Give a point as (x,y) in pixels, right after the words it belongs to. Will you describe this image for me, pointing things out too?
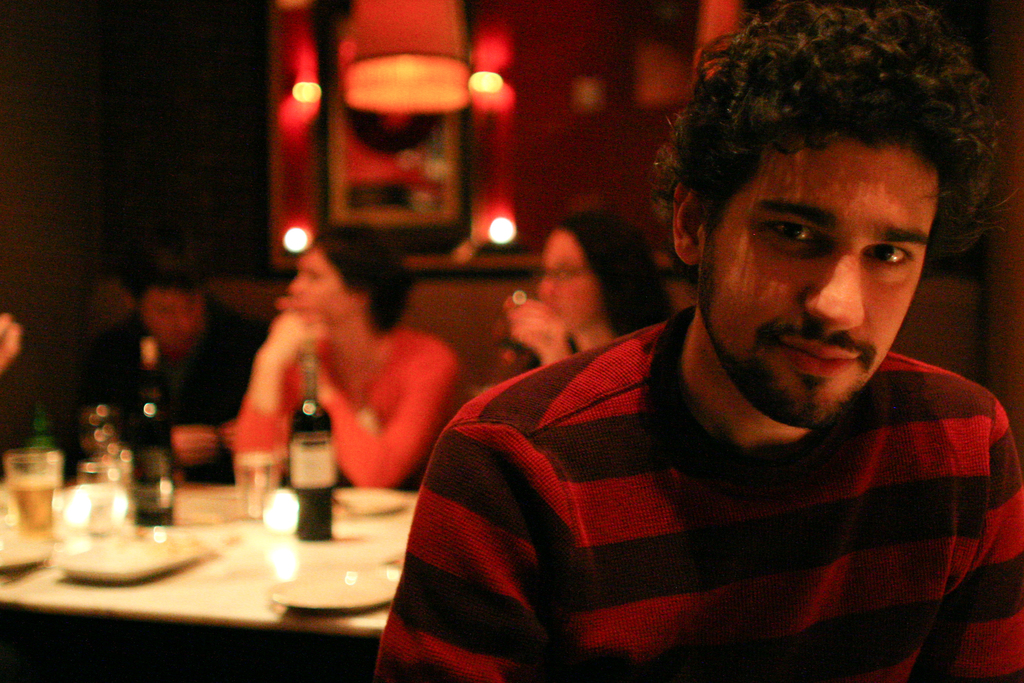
This picture is clicked inside. On the right (770,346) there is a man (634,466) wearing a t-shirt (664,490) and smiling. On the left (216,592) there is a table (219,577) on the top of which plates (324,586), bottles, glasses (54,476) and some other items (269,506) are placed and we can see the group of people (329,350) sitting on the chair (460,349). In the background (472,105) we can see the lights (505,95) and some other objects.
